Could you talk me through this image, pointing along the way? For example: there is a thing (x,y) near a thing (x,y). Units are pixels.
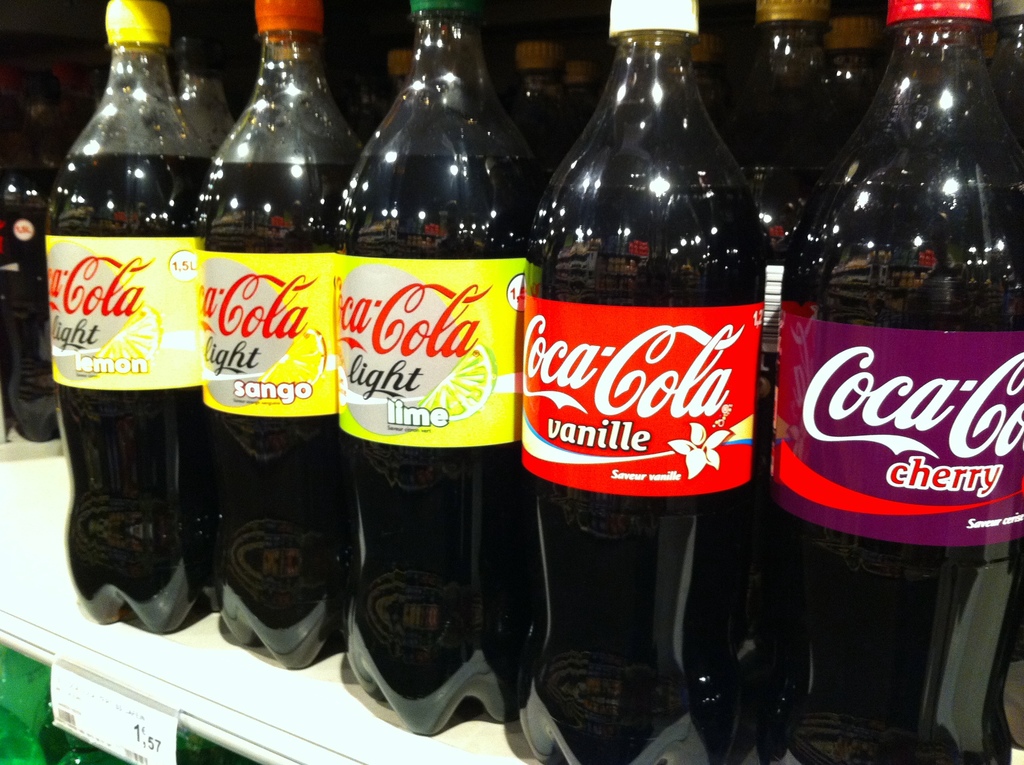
This picture shows a bunch of coke bottles (768,598) on the stand (31,493).
